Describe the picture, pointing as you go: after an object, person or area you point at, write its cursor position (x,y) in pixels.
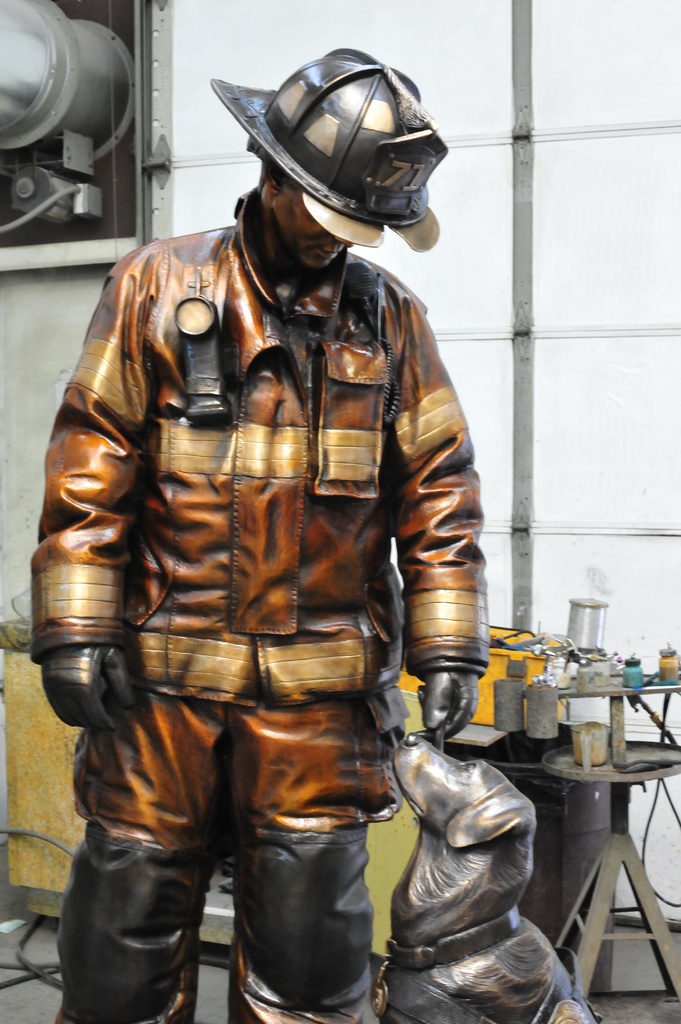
In this image we can see a statue (399,784). In the background (621,728) there is a table (618,715) and we can see things (587,621) placed on the table (621,711) and there is a wall (63,319). We can see equipment (57,201) placed on the wall (15,268).
